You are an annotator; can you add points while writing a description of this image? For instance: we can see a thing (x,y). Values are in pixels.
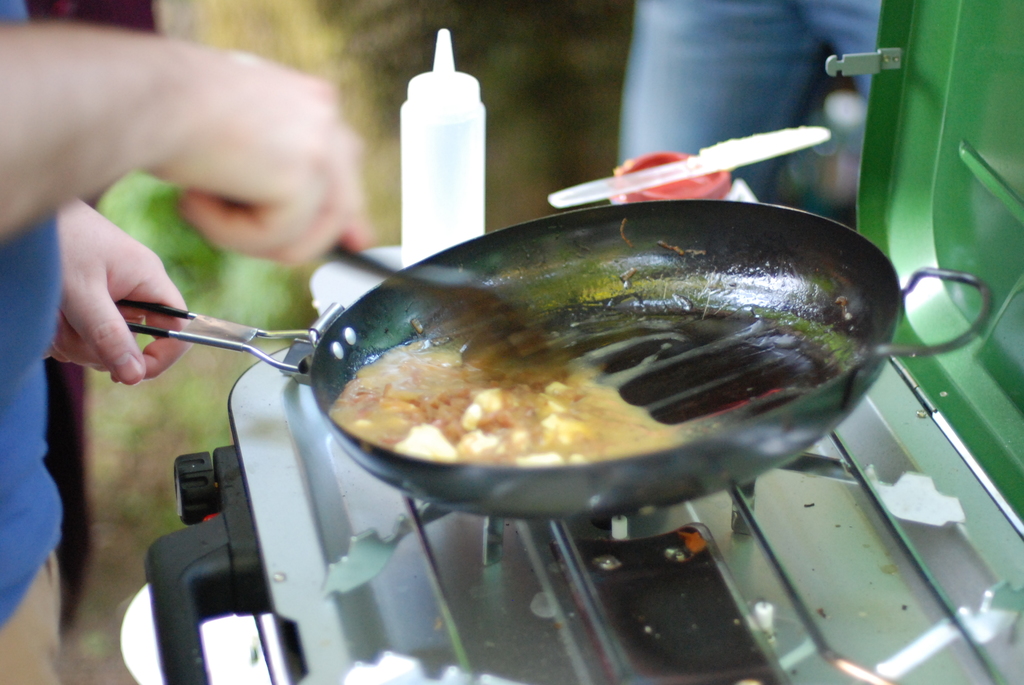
On the left corner (36,104) we can see a person (41,182) standing, holding some objects (432,277) and cooking some food item (481,397) in the black color utensil (515,267). On the right (1003,194) we can see the stove (548,568), bottle (453,166) and some other objects (700,171).
